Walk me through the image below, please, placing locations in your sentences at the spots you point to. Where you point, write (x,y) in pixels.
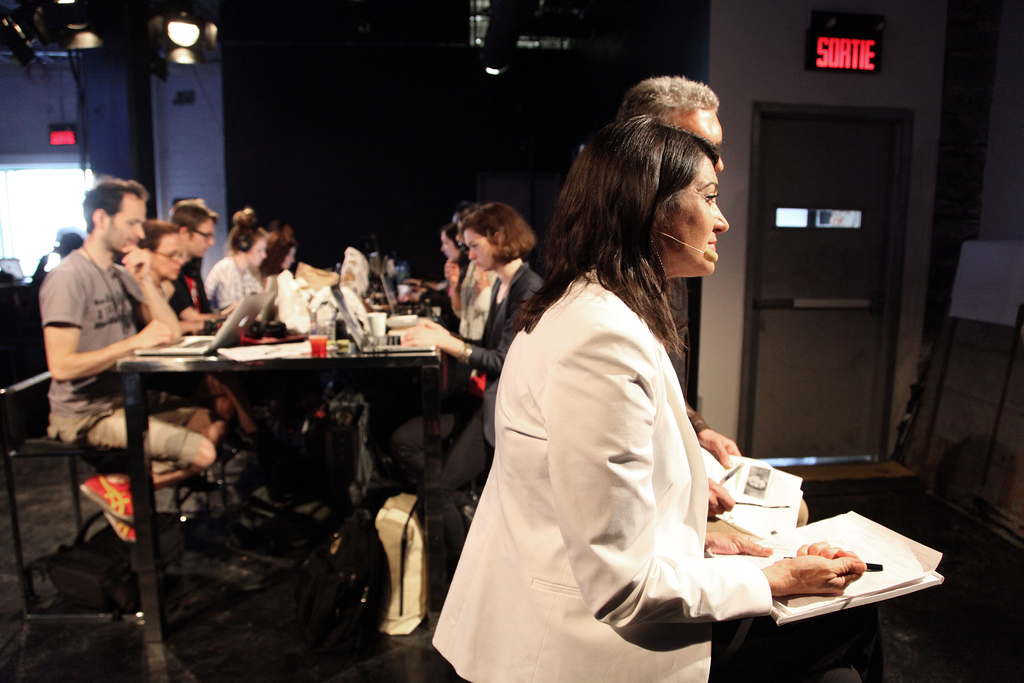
In this picture there is a woman (528,471) who is wearing white suit (571,555) and microphone (711,263). she is sitting. On her lap (846,615) I can see the papers (800,542) and pen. beside her there is an old man (703,106). In the back (184,237) I can see many peoples (471,316) were sitting on the chair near to the table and they are looking on the laptop (244,309). On the table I can see laptops (359,322), tissue papers (284,317), papers (294,351), books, water bottles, glass (314,340) and other objects (367,297). On the right (781,379) there is a door (854,294). Beside that I can see the board (962,312) and projector screen (967,297). In the top left corner (197,40) I can see some lights (185,48). Bottom of the table (436,548) I can see many bags (350,560).
